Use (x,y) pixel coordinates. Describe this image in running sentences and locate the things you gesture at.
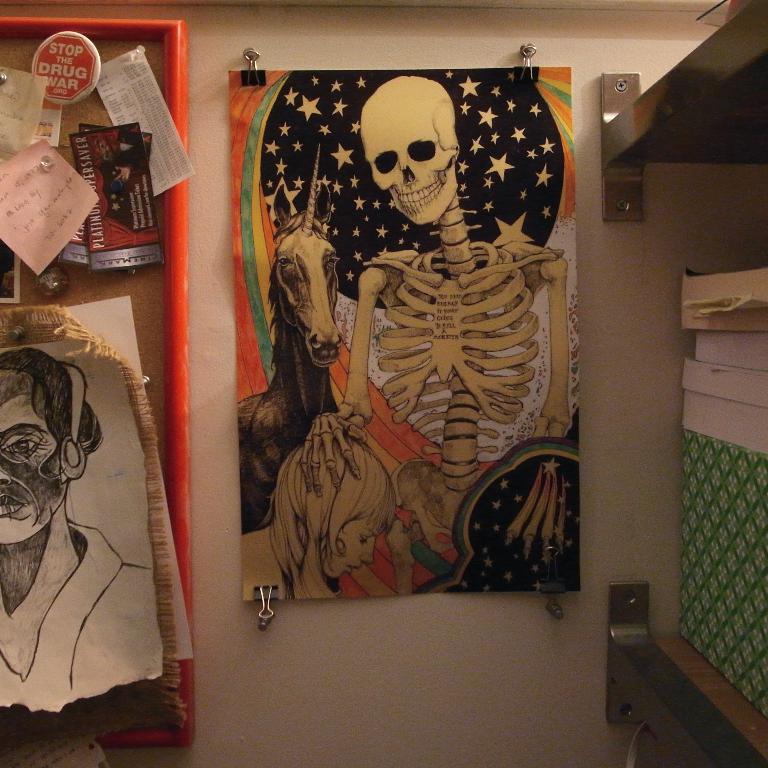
In this image in front (325,322) there is a poster (380,107) attached to the wall (410,658). Beside the poster (243,228) there is a board (24,31) with some posters (98,396) in it. On the right side of the image (740,482) there are boxes (692,305) in the shelf (694,674).
